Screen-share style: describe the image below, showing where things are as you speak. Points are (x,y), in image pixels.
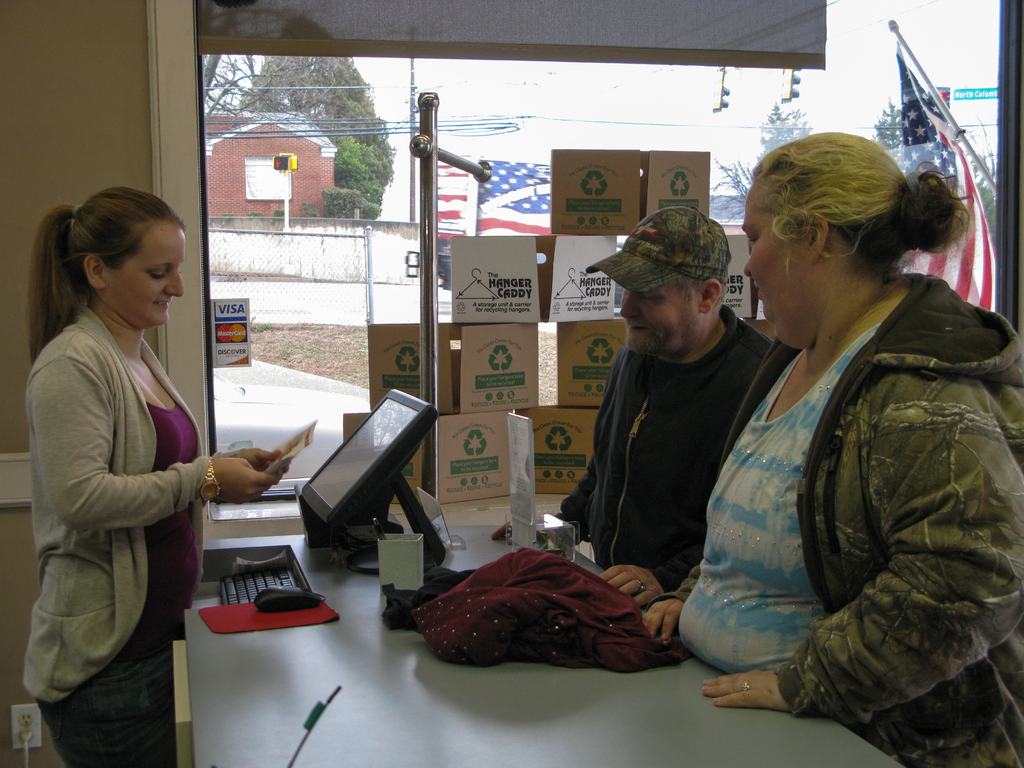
As we can see in the image there is a wall (129,93), window (413,203), three people (843,443) standing over here and there is a table (481,561). On table (512,760) there is a keyboard (244,579), screen (389,469), mouse (292,598) and cloth (527,608).
